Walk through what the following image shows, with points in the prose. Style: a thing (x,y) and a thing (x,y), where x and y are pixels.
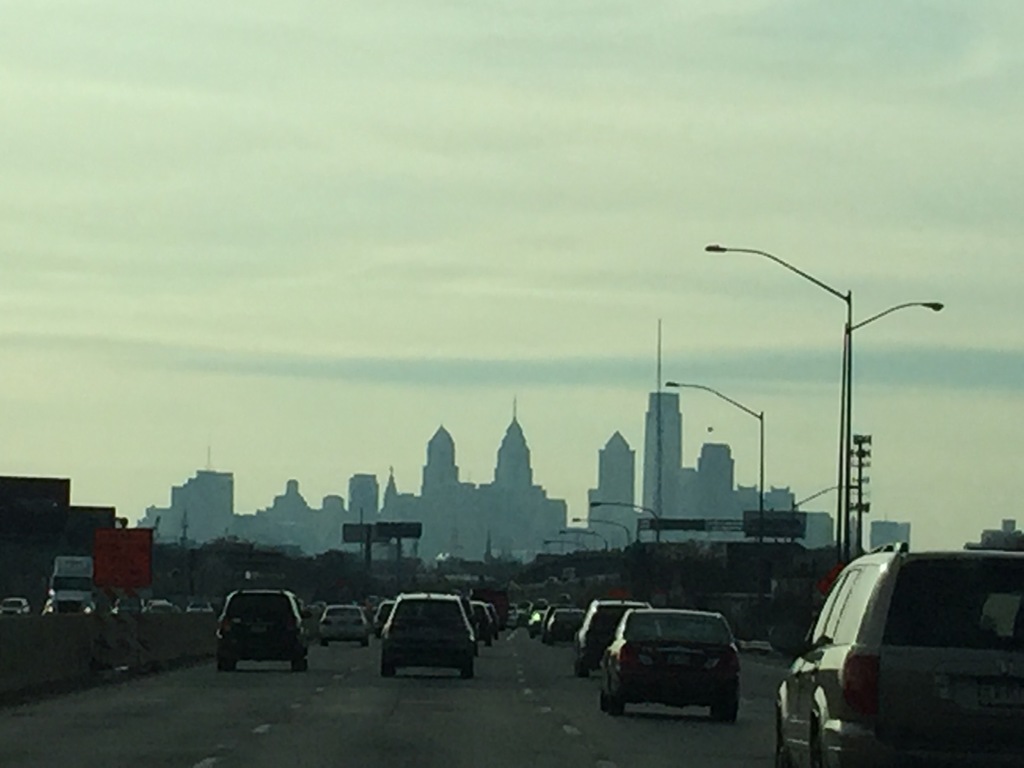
In this image we can see few vehicles (300,637) and barricades (201,625) on the road (308,663), there are few sign boards (381,527), light poles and there are few buildings (665,507) and the sky (550,473) in the background (652,244).
